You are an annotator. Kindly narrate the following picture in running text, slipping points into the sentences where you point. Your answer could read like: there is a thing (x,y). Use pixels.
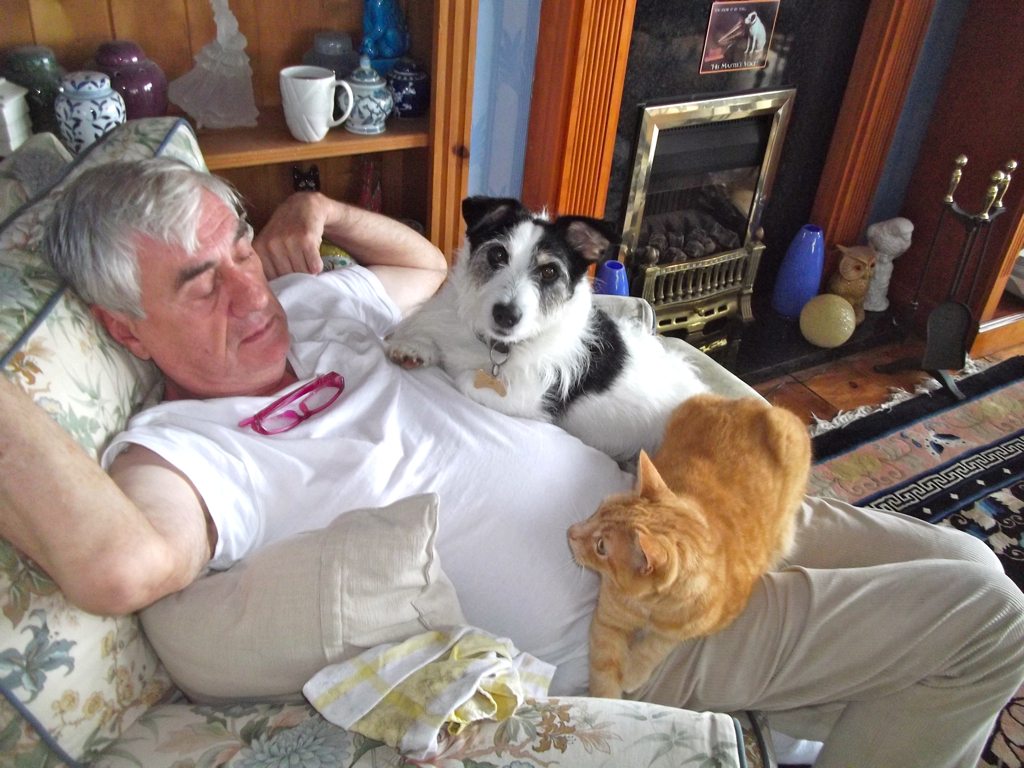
In this picture there is a man (173,355) sitting on the sofa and a cat (711,425) and a dog (526,351) on him and in the shelf (256,100) there are some things (300,115) placed.
